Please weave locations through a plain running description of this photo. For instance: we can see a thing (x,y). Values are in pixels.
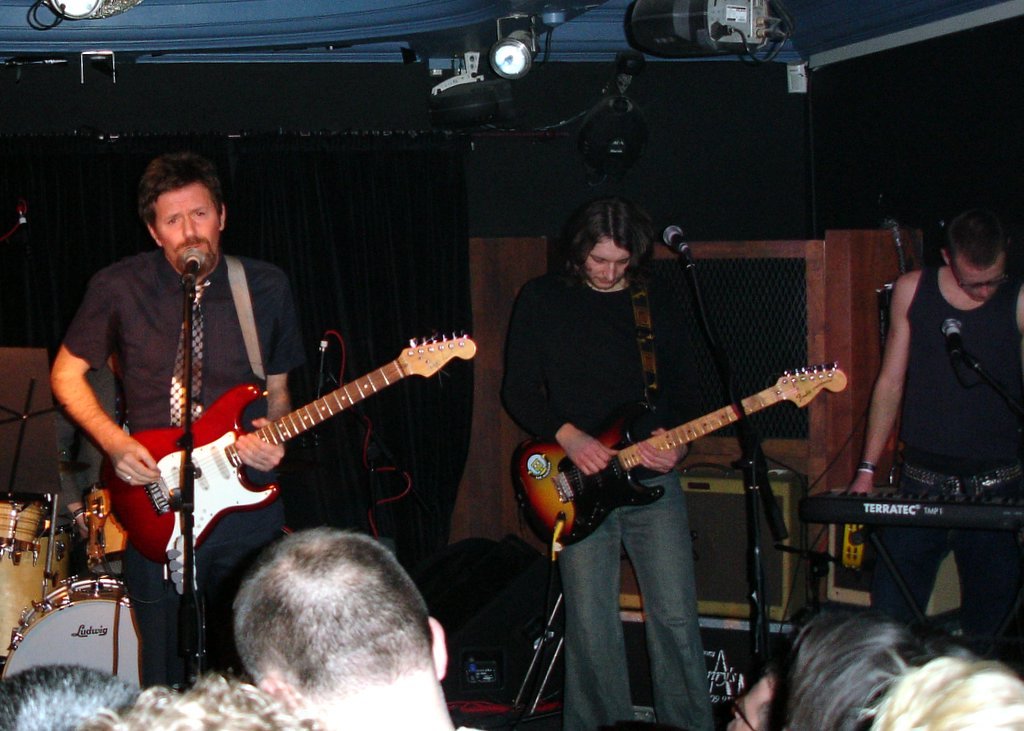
It is a music concert there are total three people (556,408) on the dais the first person (259,463) is playing a guitar (147,508) he is also singing the song to the right side (690,400) second person (596,339) is just playing the guitar (589,530) and third person (917,469) is playing the piano (886,506) on the dais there also few other instruments (52,636) like drums (11,586) and band (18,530), behind that black color curtain (385,177) to the roof (374,37) there are many lights (523,65) in front of the stage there are some people (367,655) they are enjoying the music.
